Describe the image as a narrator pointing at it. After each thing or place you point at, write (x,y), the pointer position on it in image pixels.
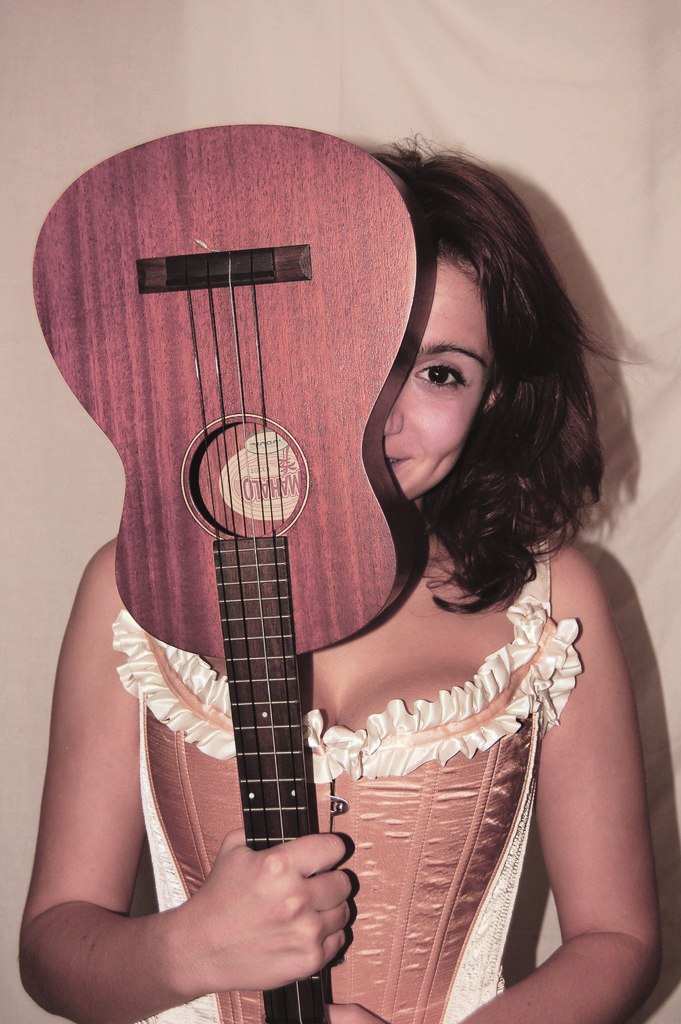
This picture shows a woman (89,733) Standing and holding a ukulele (374,247).
